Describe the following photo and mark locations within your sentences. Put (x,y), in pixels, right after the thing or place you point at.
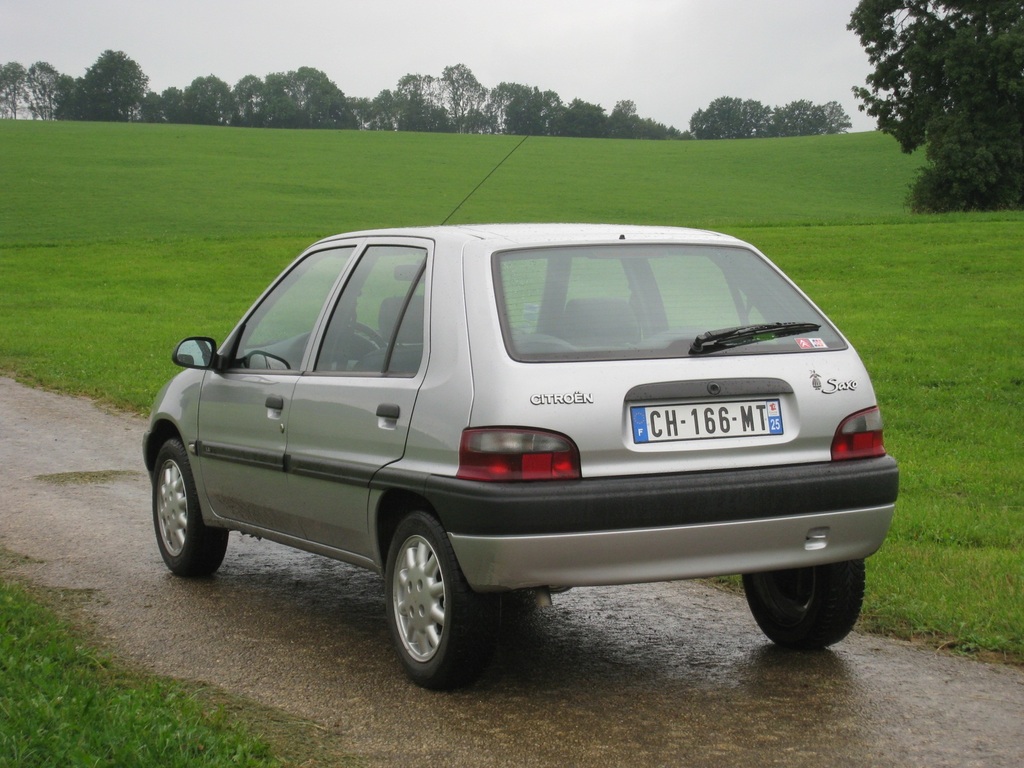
In this image I can see a car (484,389) which is silver and black in color is on the road (522,623). I can see some grass (885,312) on both sides of the road (657,683). In the background (40,105) I can see few trees (99,119) and the sky (583,58).
